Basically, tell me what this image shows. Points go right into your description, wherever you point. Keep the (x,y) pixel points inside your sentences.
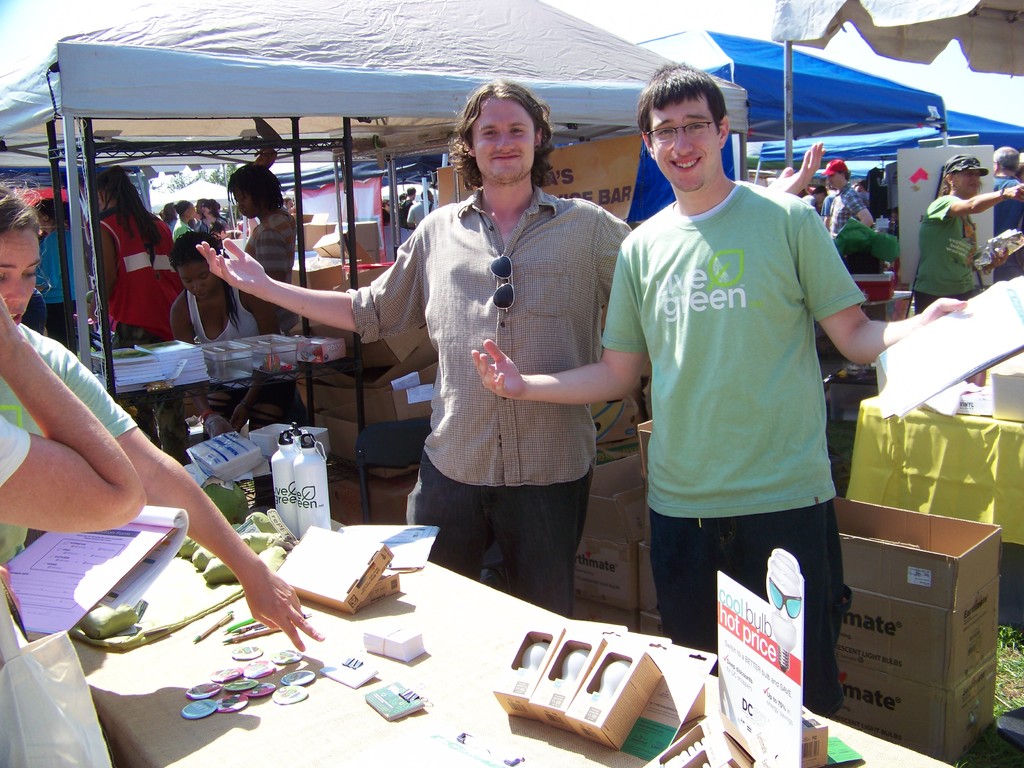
Here we can see few persons (584,475). This is a table (443,671). On the table (435,657) there are badges (233,674), boxes (622,696), bottles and a board (723,632). In the background (496,28) we can see tents (632,124), banner (563,179), boxes (990,607), and few persons (927,253).
